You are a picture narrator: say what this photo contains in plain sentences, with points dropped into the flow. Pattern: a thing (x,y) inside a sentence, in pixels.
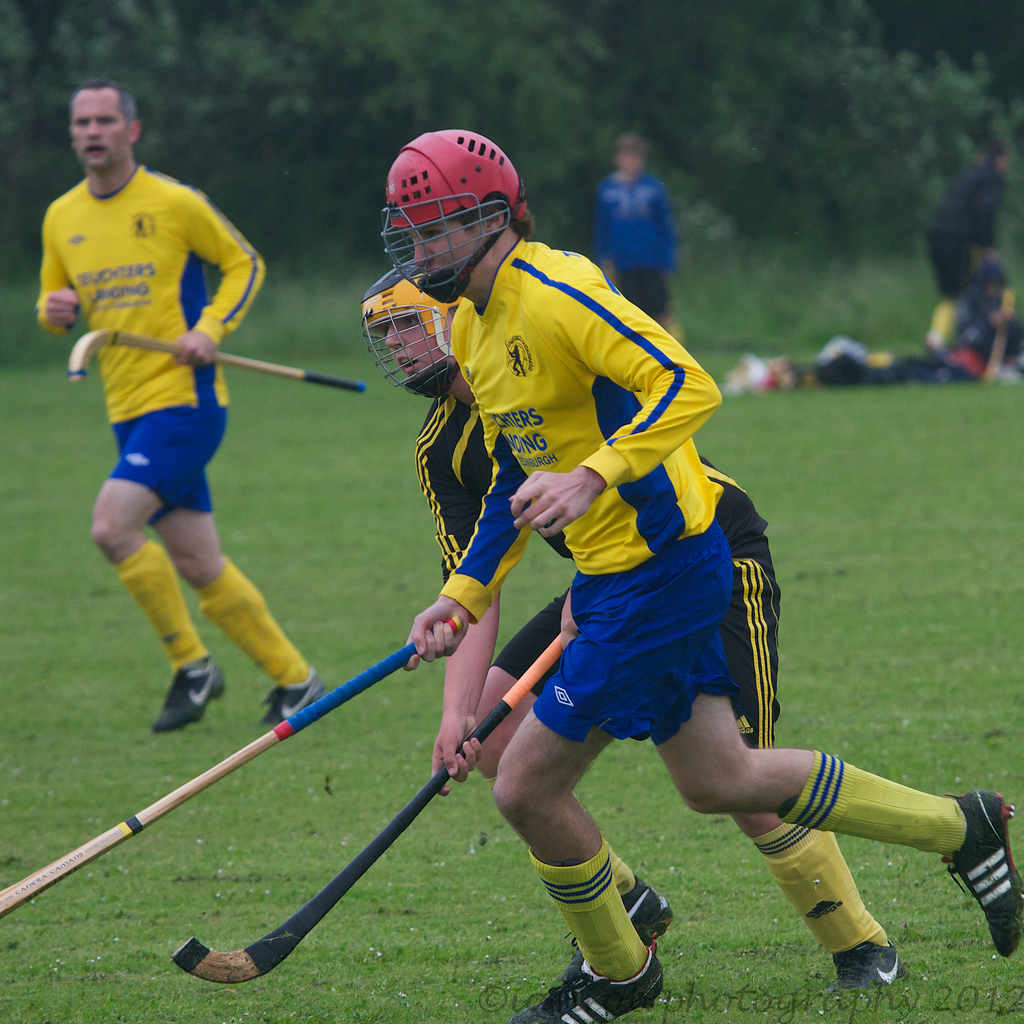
In front of the image there are two people (464,342) wearing the helmets (424,356) and they are holding the hockey sticks (536,661). Behind them there is another person (148,519) holding the hockey stick (237,366). In the background of the image (998,312) there are a few people (939,282). In front of them there are some objects (887,378). There are trees (888,184). At the bottom of the image (910,696) there is grass (931,613) on the surface (920,532). There is some text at the bottom of the image (555,1002).
